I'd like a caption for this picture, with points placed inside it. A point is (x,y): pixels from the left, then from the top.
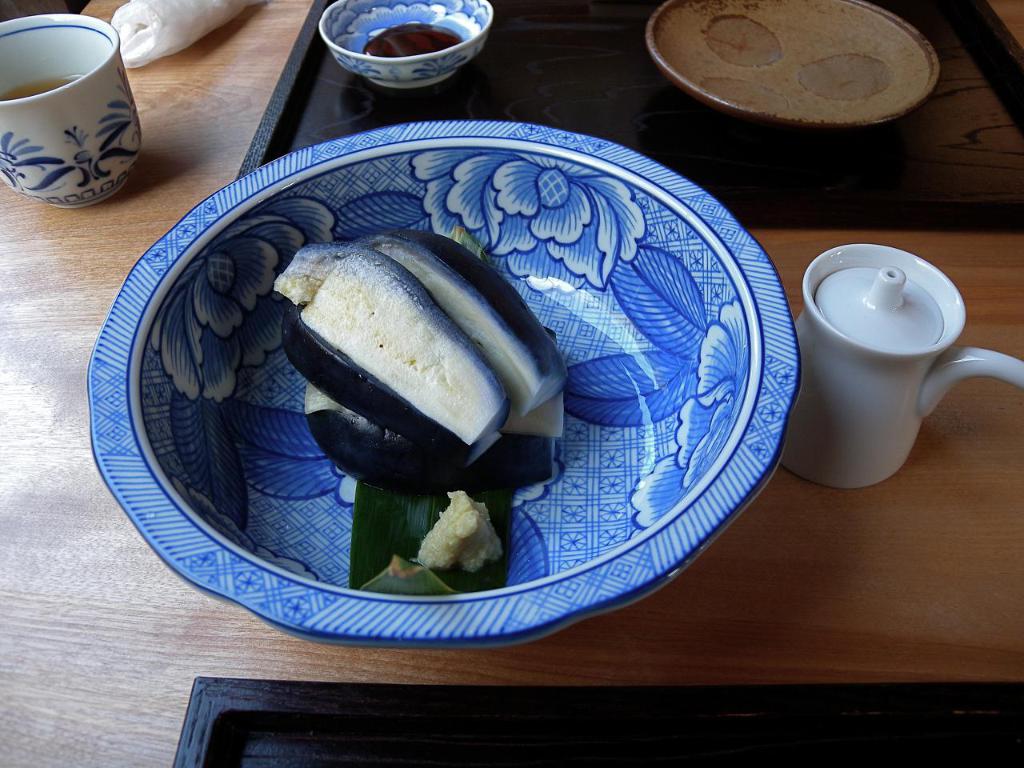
In this image I can see the brown colored table (44,288) and on the table (50,266) I can see a cup (99,136), a bowl (364,61) and a blue and white colored bowl (706,330) with black and cream colored object (476,353) in it. I can see few other objects (805,760) on the table (838,551).
